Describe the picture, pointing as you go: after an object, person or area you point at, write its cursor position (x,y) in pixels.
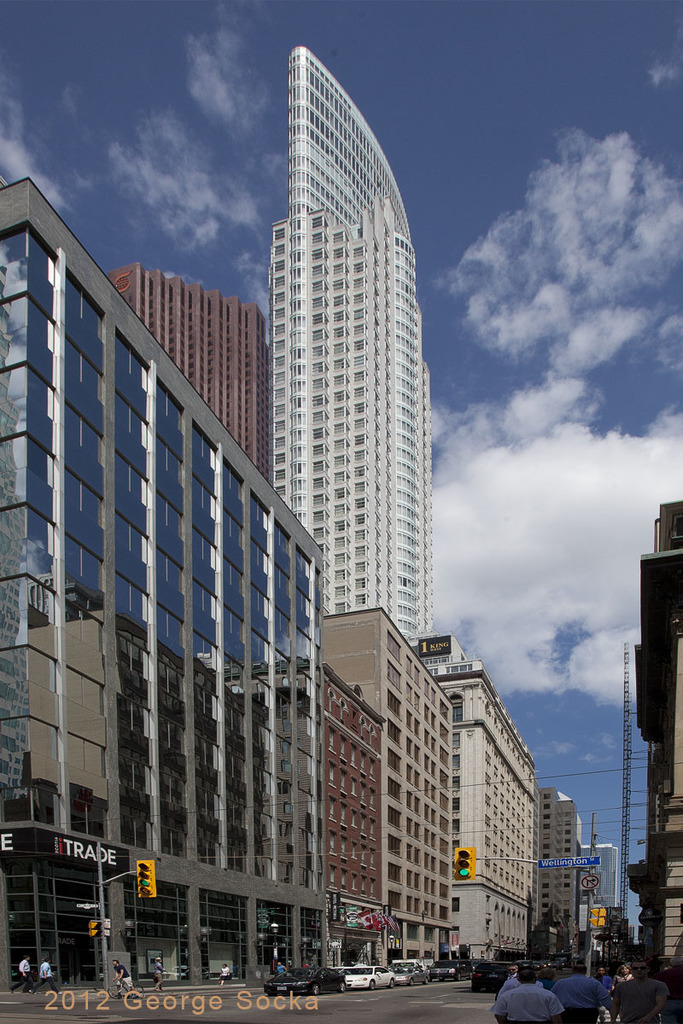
In this image I can see at the bottom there are traffic signals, in the middle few cars (421,961) are parked on the road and there are buildings (302,600) at here. At the top (561,133) it is the cloudy sky (546,127).
